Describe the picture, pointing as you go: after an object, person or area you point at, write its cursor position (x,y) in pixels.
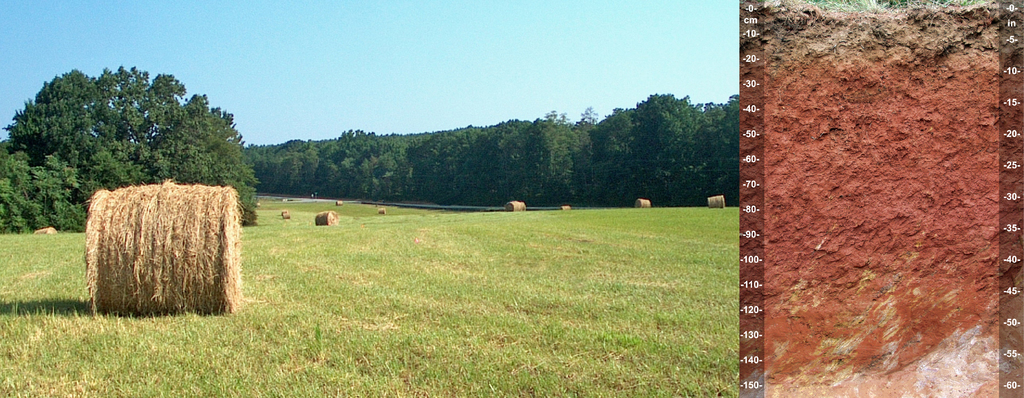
In this image I can see the grass (389,277) and trees (444,166) in green color and I can also see few dried grass rolls (324,221) and I can see the depth part (811,243) of the ground (823,56). Background (365,25) the sky (394,43) is in blue and white color.
